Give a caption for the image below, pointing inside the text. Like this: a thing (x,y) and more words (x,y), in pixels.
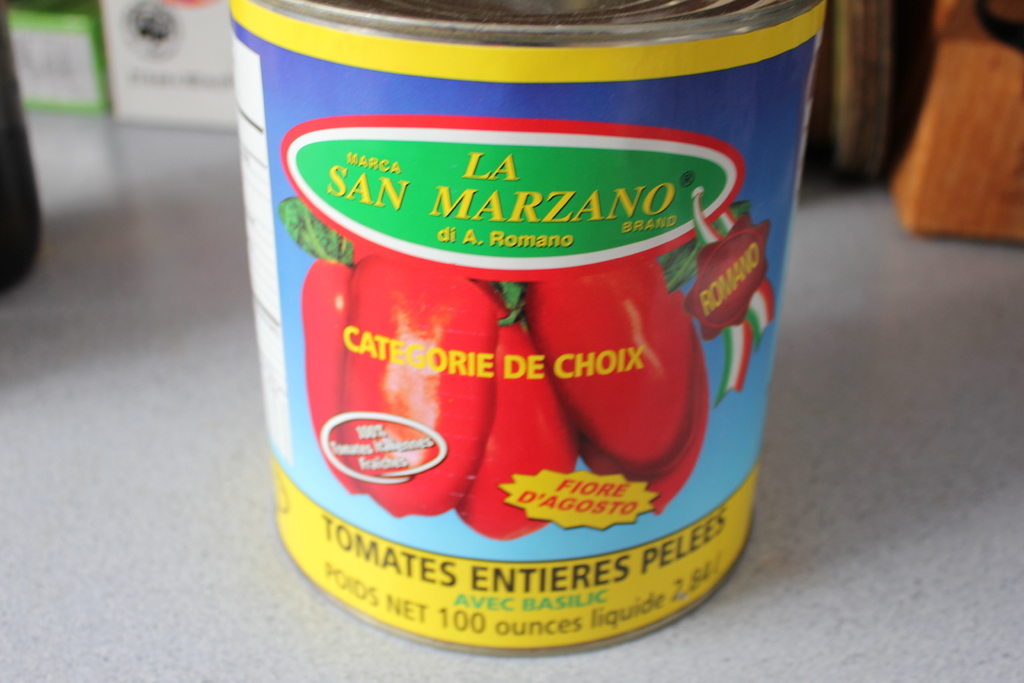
In this image there is a can (604,321) on the counter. In the background (128,75) there are boxes (172,61). On the left side (35,191) there is a glass jar (11,138) on the counter (86,146). On the right side (949,173) there is a wooden box (948,115) in the background (957,153).
